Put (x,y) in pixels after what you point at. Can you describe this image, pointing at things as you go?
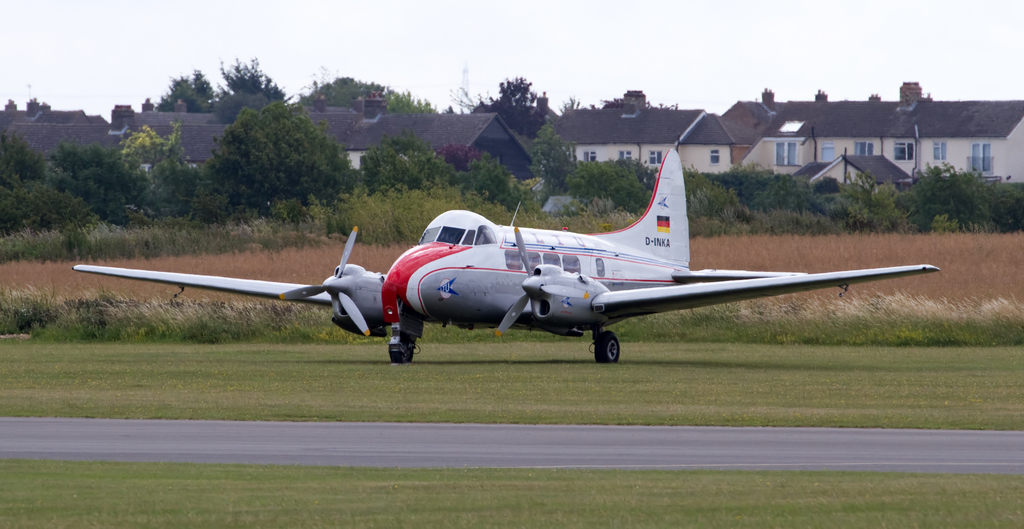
In the middle of the image (678,272) there is a plane (709,274). Behind the plane (615,239) there are some trees (391,108) and buildings (321,111). Top of the image (941,71) there are some clouds (660,97) and sky (955,89). Bottom of the image (167,377) there is grass (63,323) and road (15,451).
